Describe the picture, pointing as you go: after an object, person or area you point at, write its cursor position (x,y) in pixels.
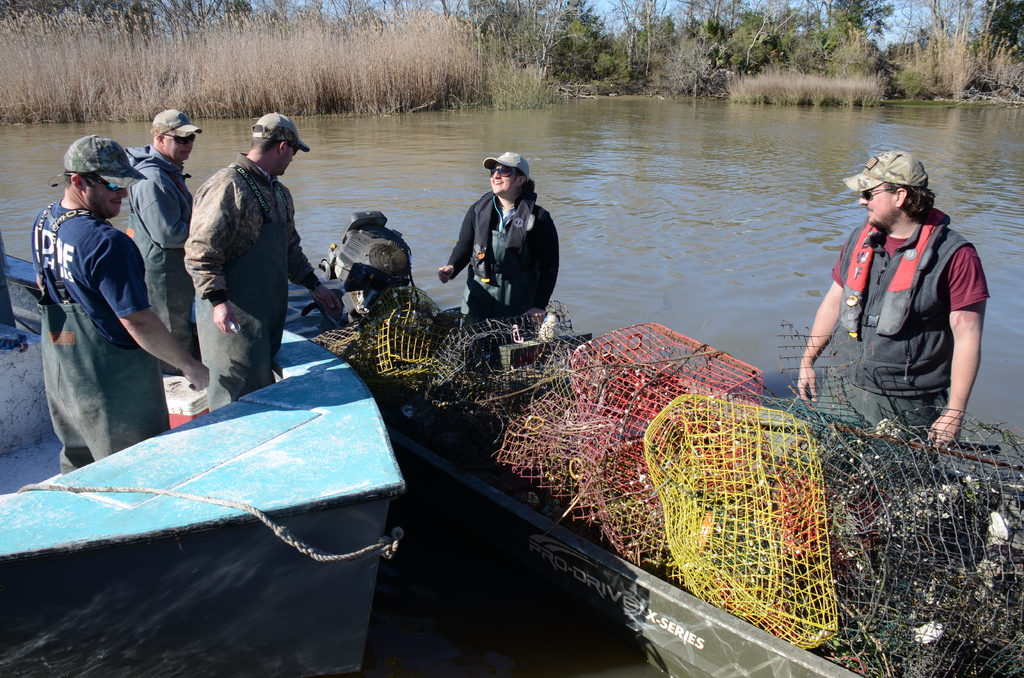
In this image we can see two boats (91,482) with people (160,331) in it and there are some other objects (663,418). In the background of the image (756,160) there are trees (534,54), water (605,116).
